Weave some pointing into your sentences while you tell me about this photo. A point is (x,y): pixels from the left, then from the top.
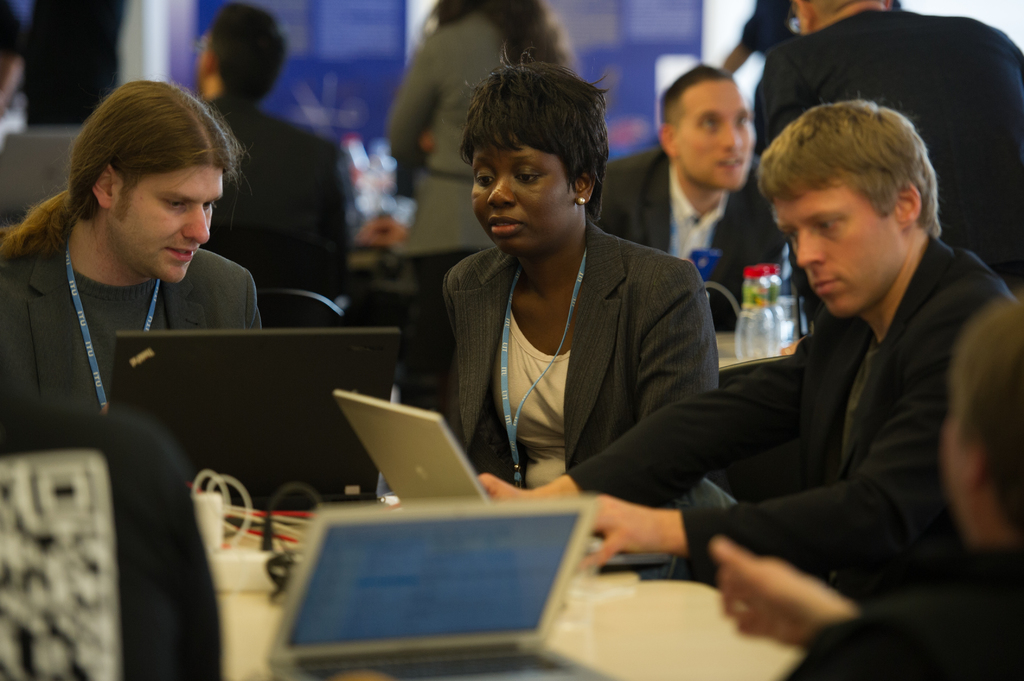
In this picture I can see laptops (493,549) and cables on the table (237,668), there are group of people (804,430) sitting on the chairs (734,300), there are group of people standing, and there is blur background (346,7).
